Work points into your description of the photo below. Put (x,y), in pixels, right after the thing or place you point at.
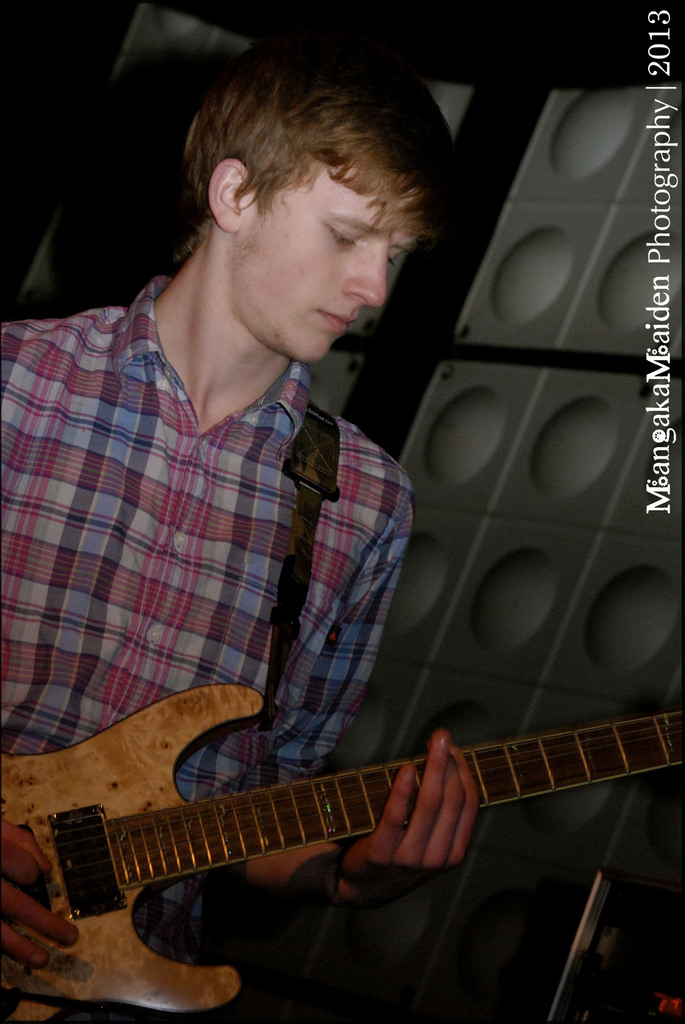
In this image, in the left side (91,489) there is a boy (77,636) standing and holding a music instrument (100,796) which is in yellow color, in the background (591,522) there is a white color wall (554,406).
